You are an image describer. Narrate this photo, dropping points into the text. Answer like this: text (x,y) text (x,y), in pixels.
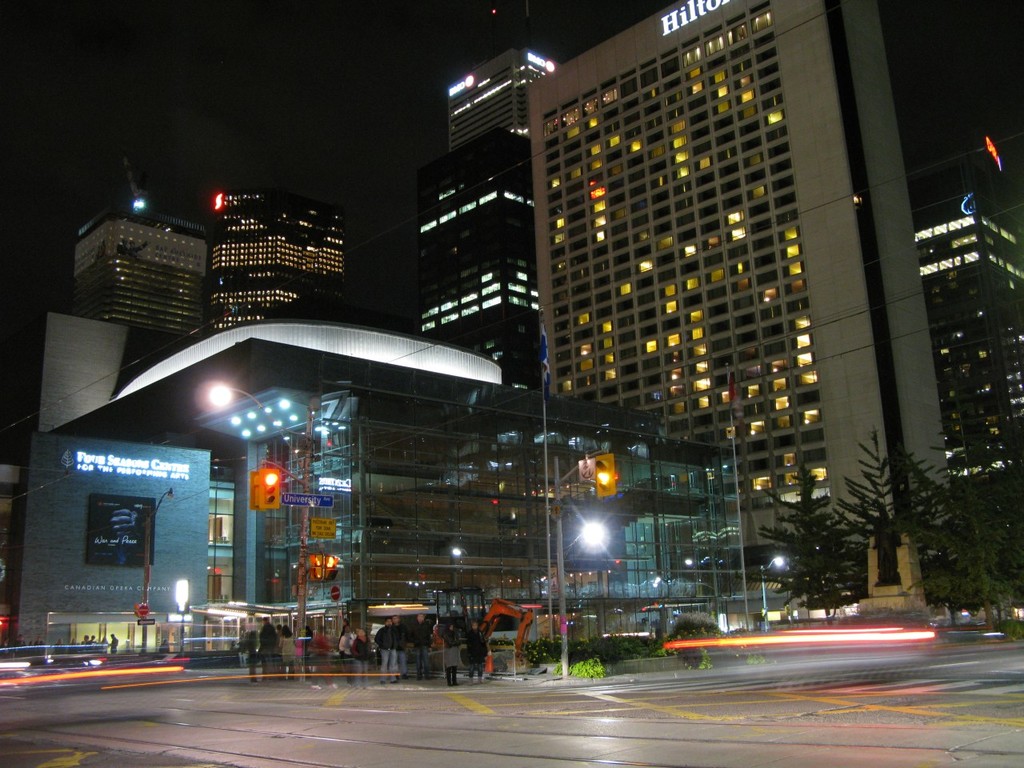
This image is taken during the night time. In this image we can see the buildings (619,285) with lighting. We can also see the flags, light poles (559,589), plants (620,638), trees (872,523) and also a statue (895,571). We can also see the people (274,650) standing on the path (338,681). At the bottom (436,709) we can see the road (745,709). We can also see the sky (179,86).
